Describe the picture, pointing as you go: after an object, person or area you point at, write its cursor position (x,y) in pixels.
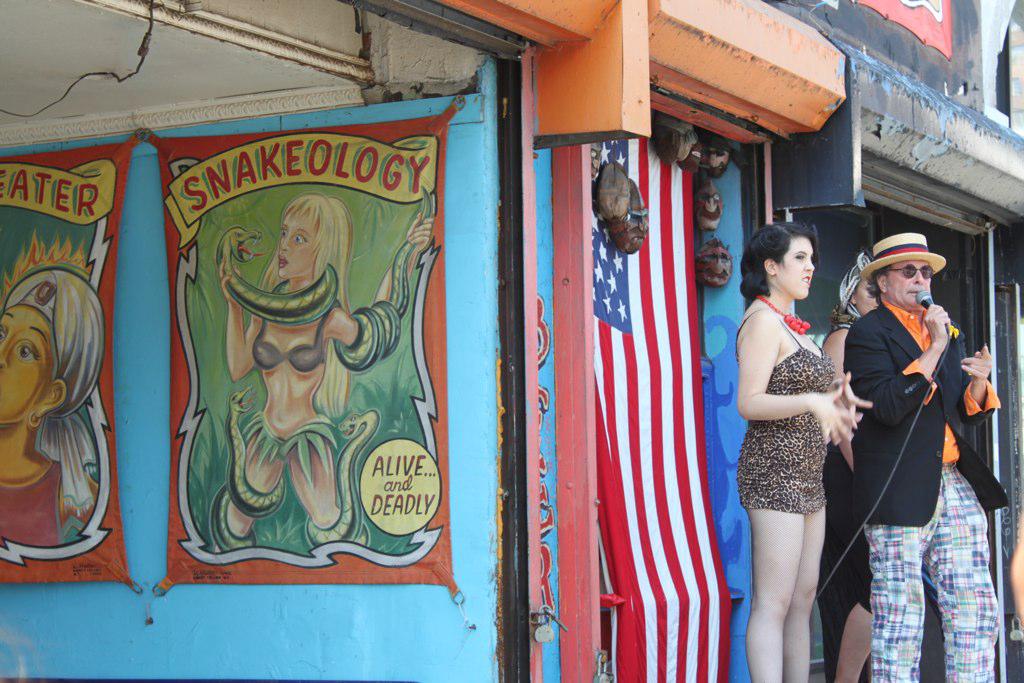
On the right side of the image (924,385) three persons (892,347) are standing, a man (920,344) is holding a mic (928,294) and wearing hat (905,249), goggles (928,272). On the left side of the image (308,496) we can see posters (211,348) to the wall (450,321). In the background of the image (490,292) we can see flag (605,339), wall (492,165), shutters (676,112), lock (541,626).
